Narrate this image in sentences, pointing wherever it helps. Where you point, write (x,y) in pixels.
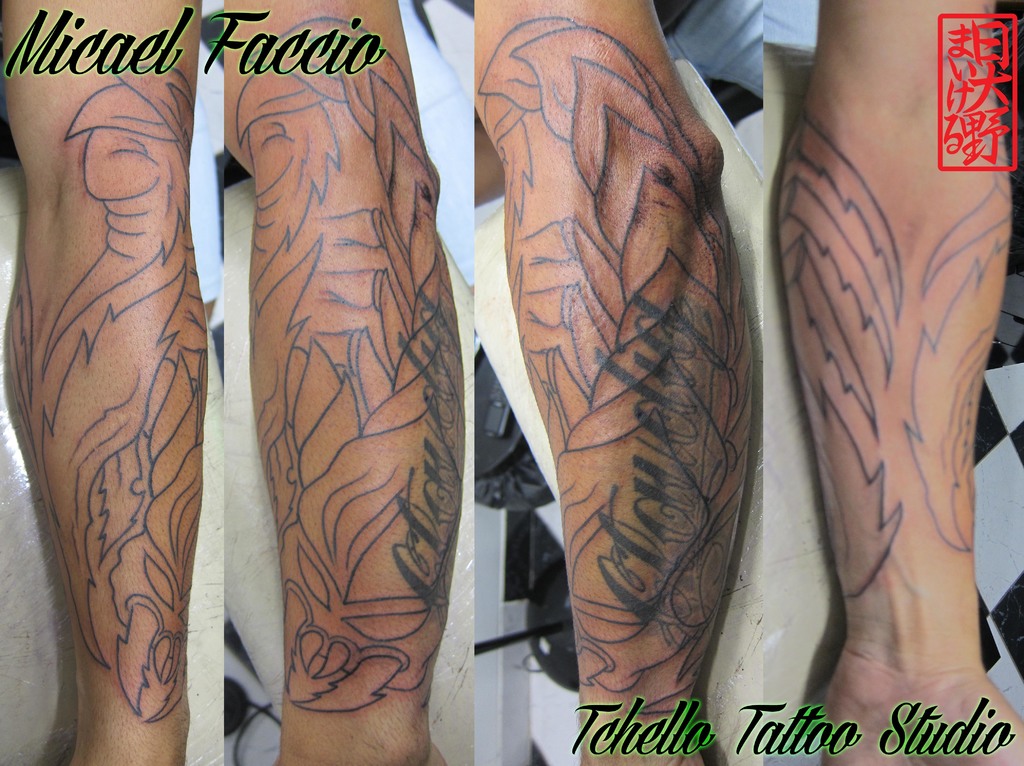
In this image I can see the collage picture. I can see few tattoos (689,313) on four hands (484,103) and something is written on the image.
